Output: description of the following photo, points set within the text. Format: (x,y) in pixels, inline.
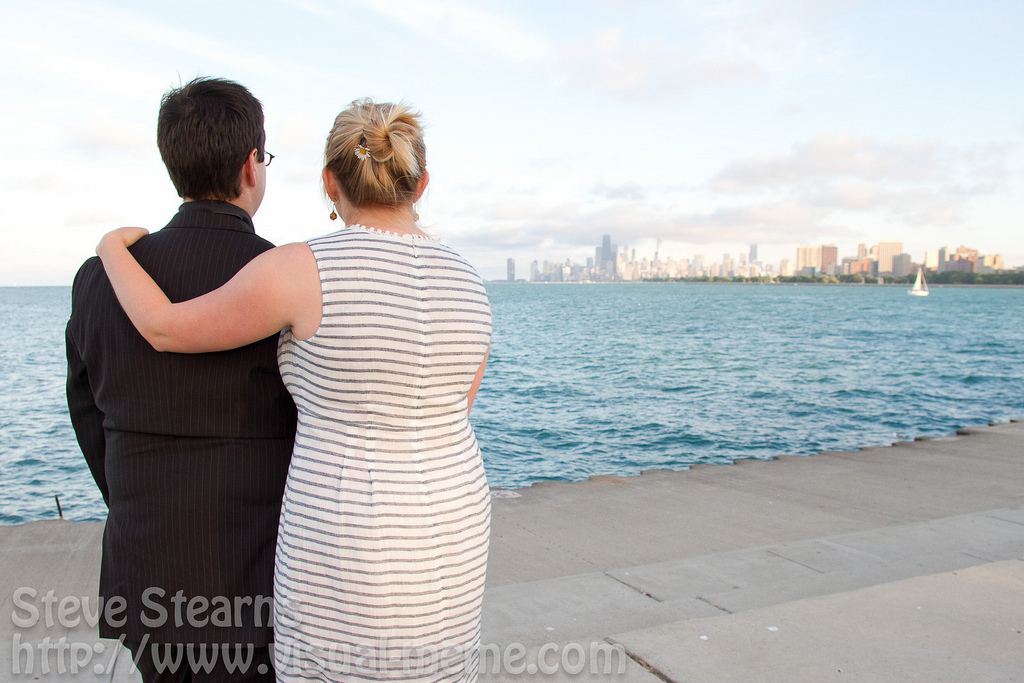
As we can see in the image, there are two persons (337,413) in the front (383,422). The women (399,407) who is standing on the right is wearing white color dress (411,551) and the man (185,463) on the left side (178,391) is wearing black color jacket (186,408) and there are water (675,429) all over here. In the background (632,270) there are lot of buildings (712,274). On the top (692,106) there is sky (674,117).
